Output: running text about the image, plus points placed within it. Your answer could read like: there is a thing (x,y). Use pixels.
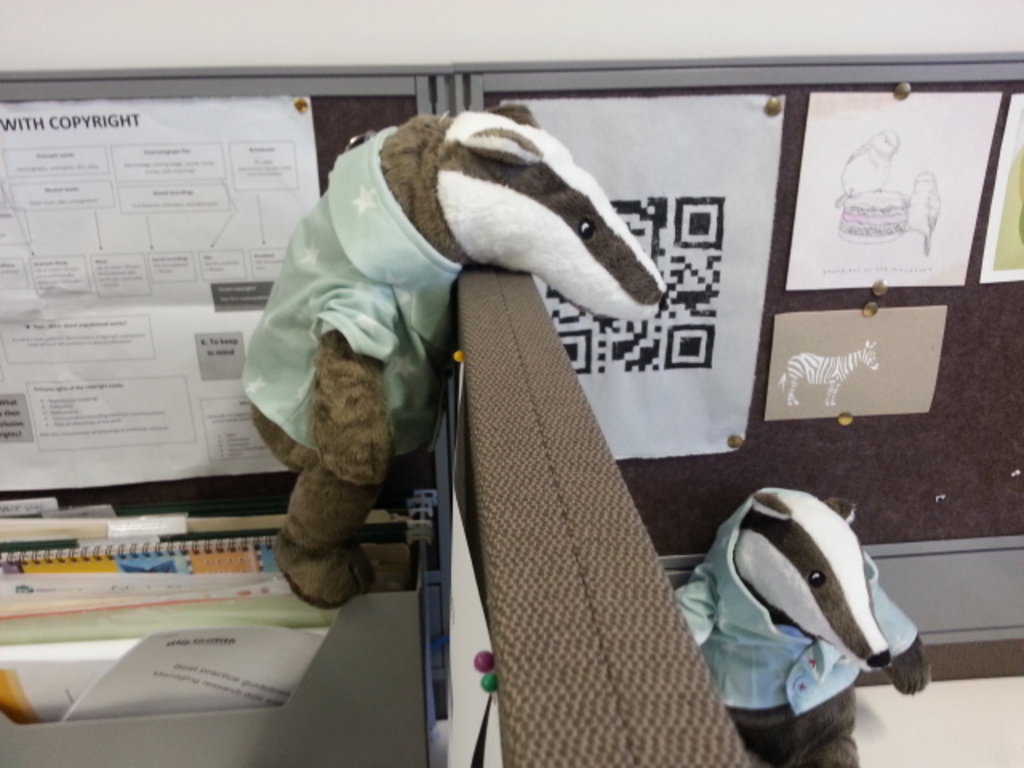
In this image I can see there are two soft toys (818,605) and there is a notice board (138,284) attached in the backdrop (598,174) and there are few papers (636,225) attached to it. There are few files (169,640) arranged in left side (213,623).
